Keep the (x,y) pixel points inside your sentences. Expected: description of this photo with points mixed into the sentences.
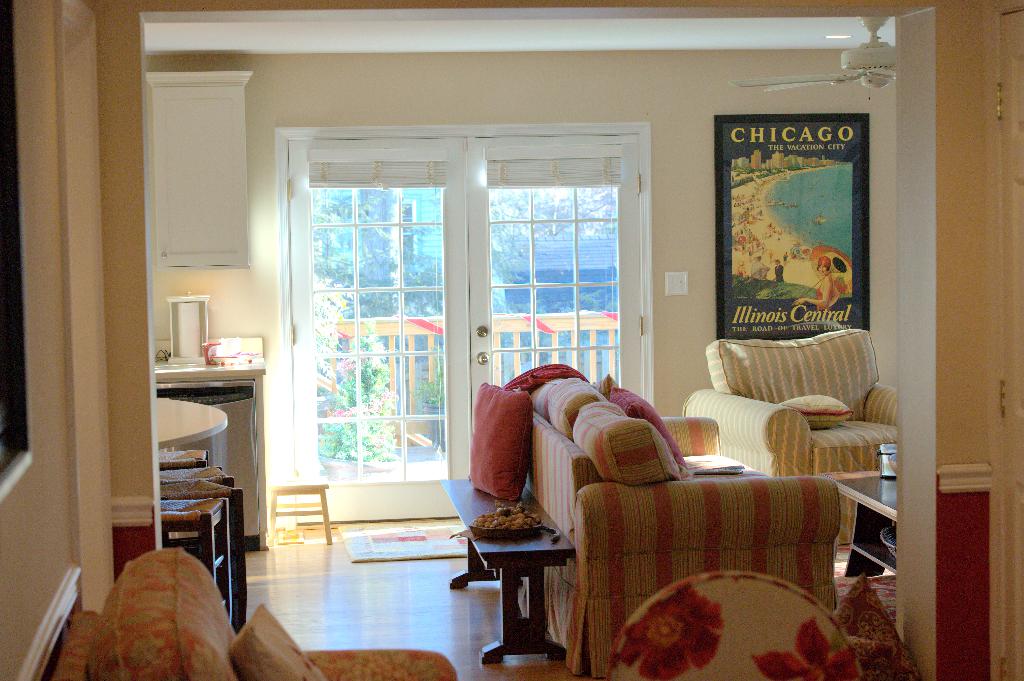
This picture is clicked inside the room (557,490). On the right side (798,420) there are sofas (780,442). On the wall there is a frame (803,213) hanged on the wall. In the center (468,309) there is a white colour door (464,282). On the left side (157,606) there is a sofa (163,591), one round table (180,422), and wardrobe (198,185).
